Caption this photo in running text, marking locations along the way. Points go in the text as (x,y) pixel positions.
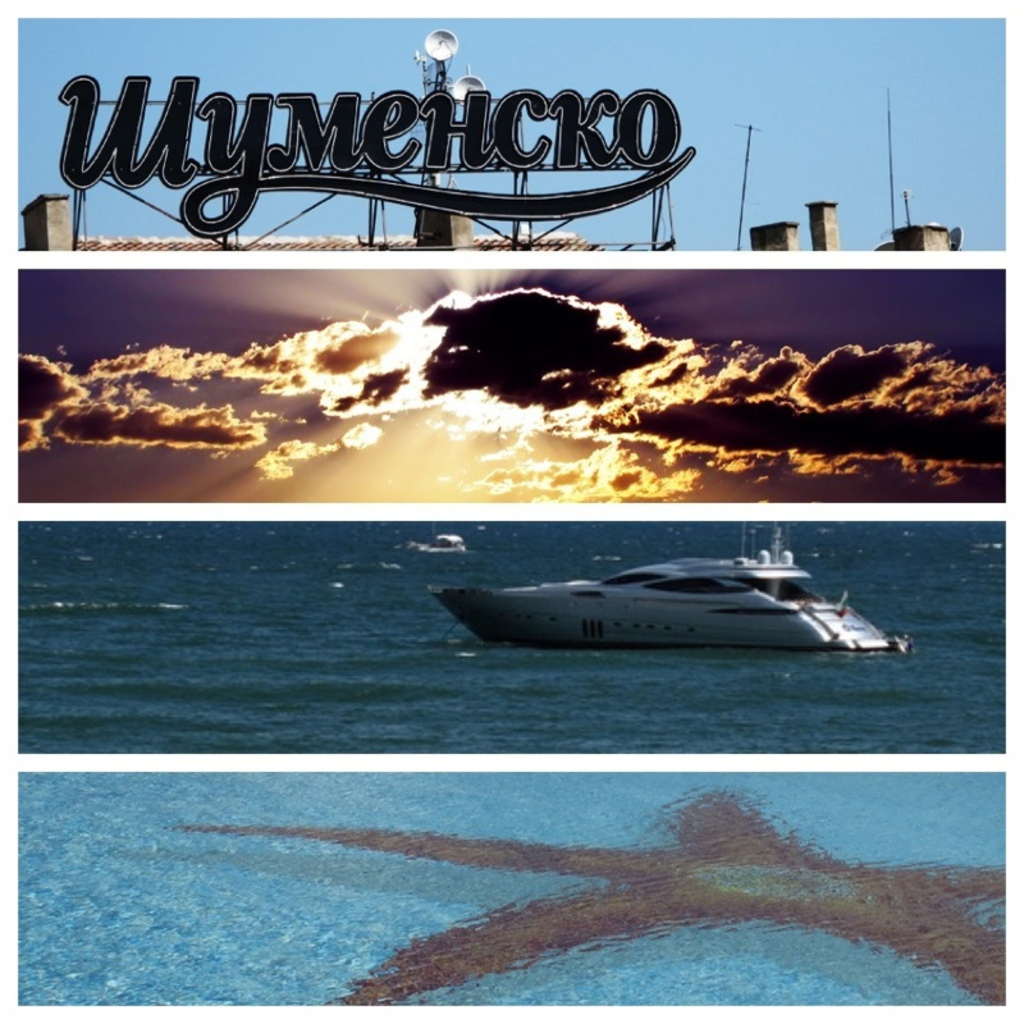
In the image we can see the collage photos. On the top (373,87) image we can see the text (255,183), poles (744,153) and the sky (766,80). In the second image we can see the cloudy sky (533,412). In the third image we can see the boat (638,624) in the water (449,634) and in the fourth image we can see the water (332,920).
